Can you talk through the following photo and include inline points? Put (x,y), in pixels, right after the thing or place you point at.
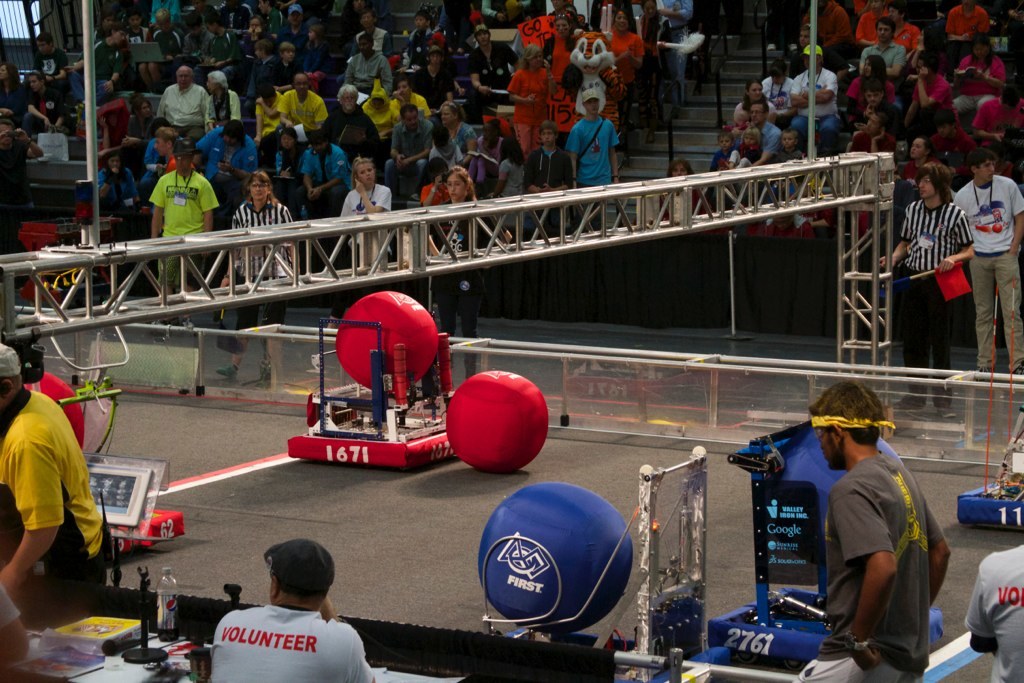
In the image there are many people (363,151) sitting on chairs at the back (872,41) and in the middle (583,448) there is play field (226,511) with few people (240,653) standing in front (978,588).
